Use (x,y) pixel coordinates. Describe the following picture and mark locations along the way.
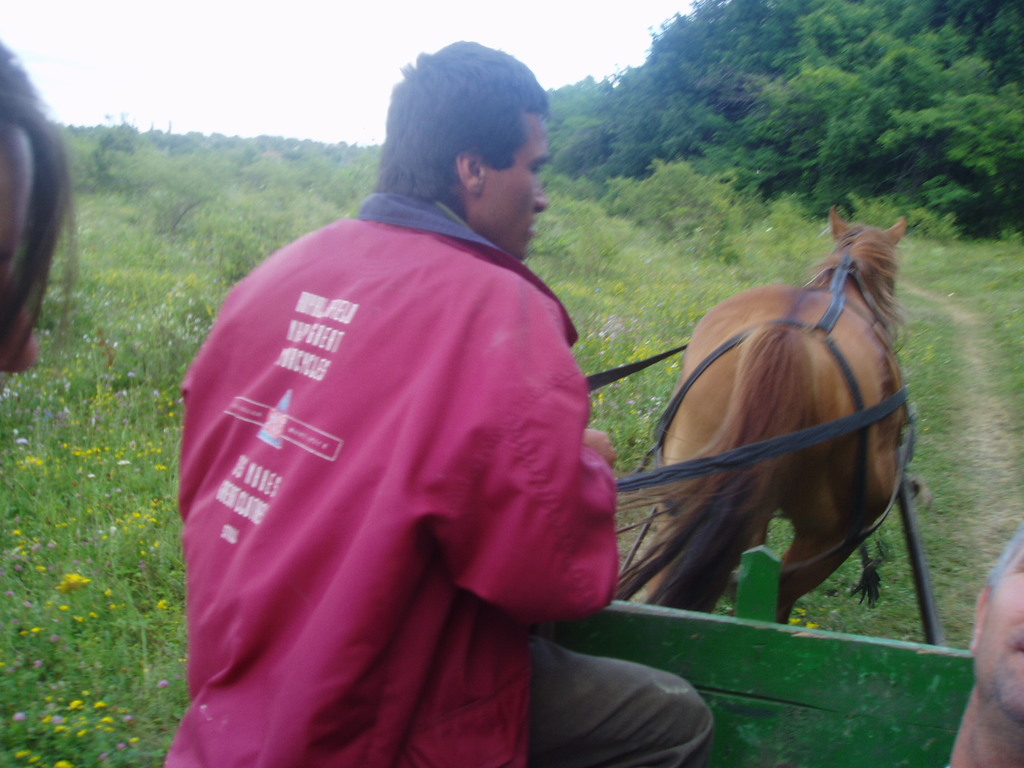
A man (333,411) with pink jacket (394,515) is sitting on the cart (758,711) and riding a horse (754,428). In front of him there are some trees (904,117). And to the left side (89,297) we can see some grass (107,458).
